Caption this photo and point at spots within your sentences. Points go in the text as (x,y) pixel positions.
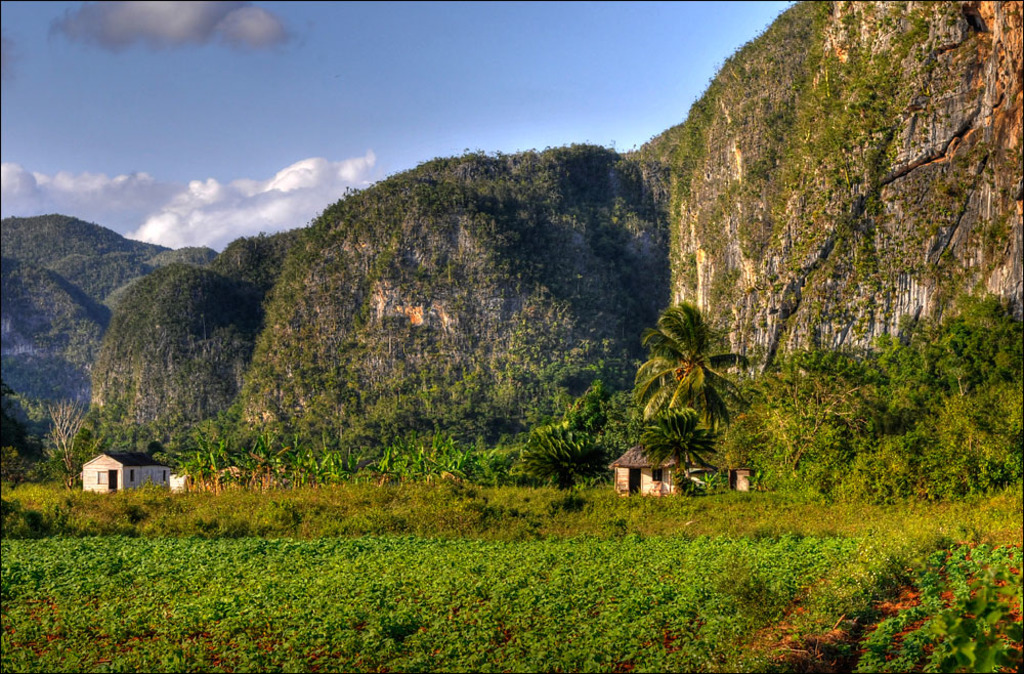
In this picture, there are hills (389,253) covered with the grass (465,194) and plants (526,307). In the center (587,416) there are houses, trees (531,450), plants (593,455) etc. At the bottom (585,535) there are plants (477,658).
